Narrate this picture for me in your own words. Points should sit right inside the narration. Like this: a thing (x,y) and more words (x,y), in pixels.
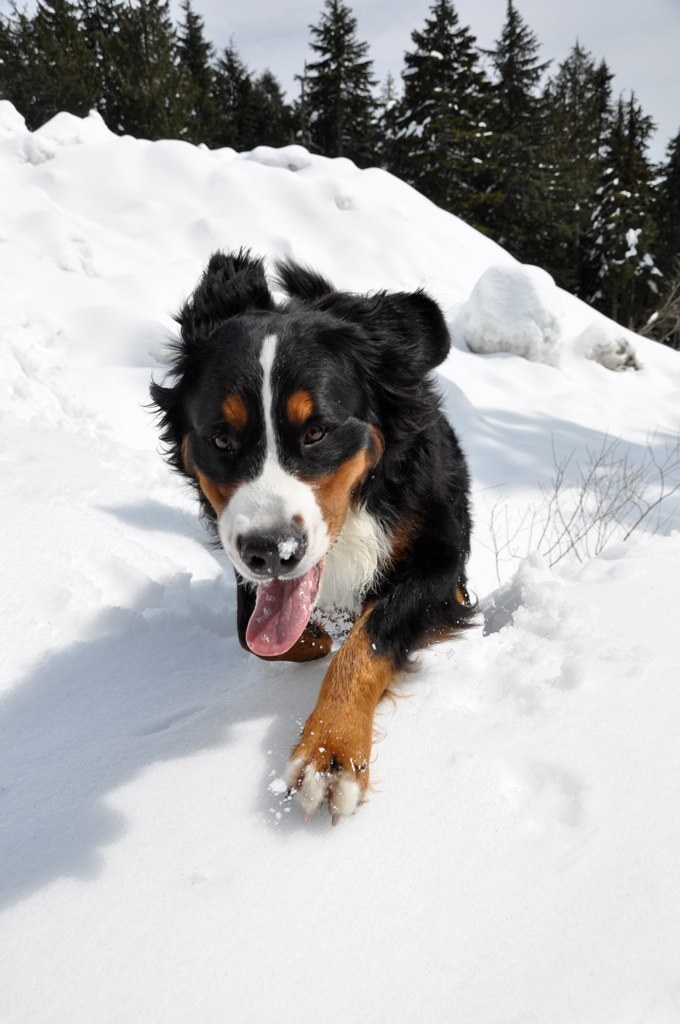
In the image there is a dog (336,593) and around the dog (326,608) there is a lot of ice (102,143) and behind that there are many trees (327,115).
